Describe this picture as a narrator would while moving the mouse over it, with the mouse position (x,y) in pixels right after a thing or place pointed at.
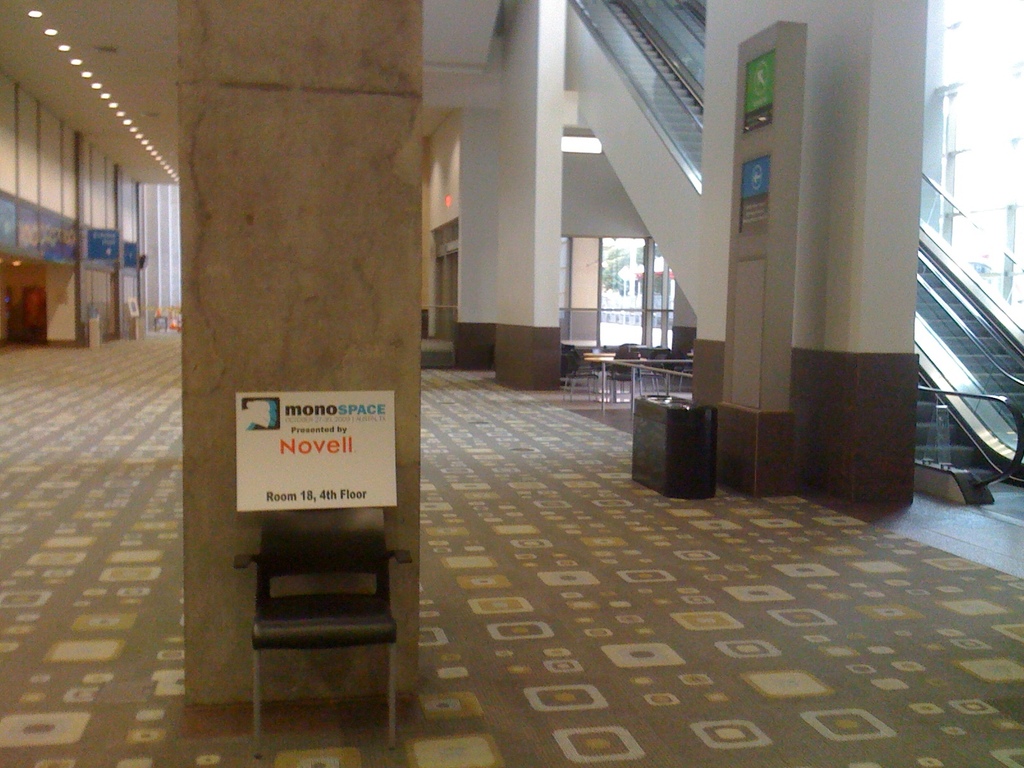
In this image we can see a chair (343,569) on the floor (355,708) and behind the chair (321,529) we can see a white color board (328,437) with text (314,434) and also the pillar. In the background (85,34) we can see the lights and also ceiling (85,34) and escalator (694,171) and also a black color object (637,438). We can also see the windows (645,281). On the left (49,305) we can see the entrance (3,336) to access to another room (36,303).
